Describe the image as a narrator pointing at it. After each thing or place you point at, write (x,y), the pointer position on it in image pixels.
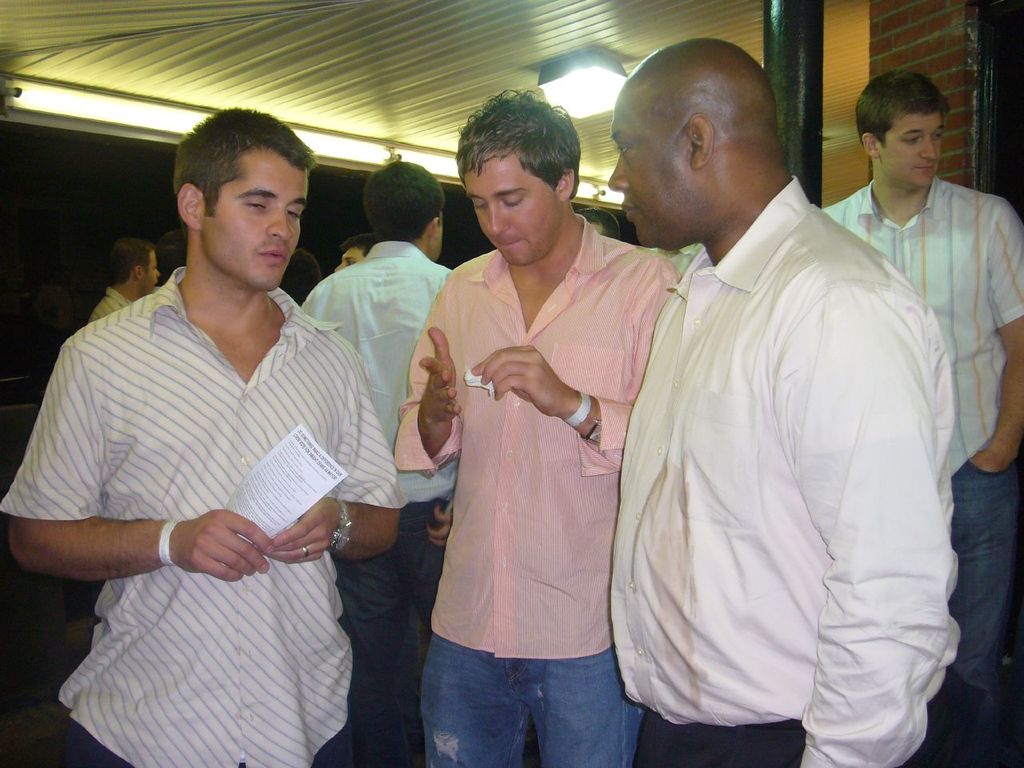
This image consists of so many persons (482,503). They are standing. The one who is on the front (88,523) is holding a paper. There is light (575,59) at the top (346,138).
